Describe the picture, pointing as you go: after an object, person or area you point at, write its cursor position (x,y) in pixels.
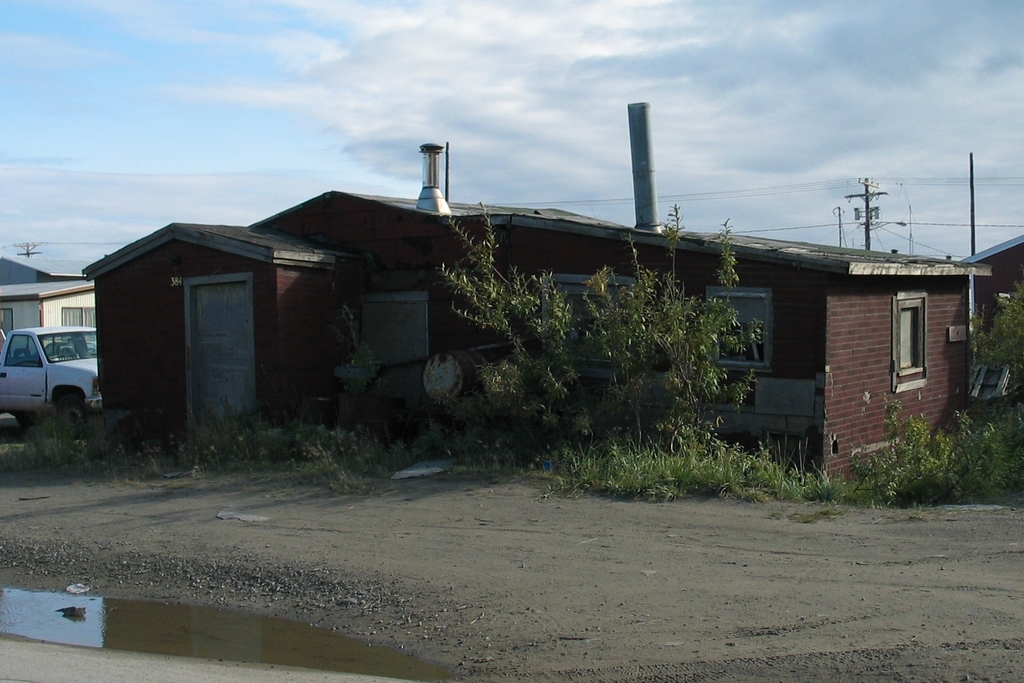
In the image there is a ground (107,488) in the foreground (354,532) and behind that there is grass (694,450) and trees (532,383), behind the trees (486,271) there are houses (181,382) and on the left side (47,335) there is a vehicle (38,356).
